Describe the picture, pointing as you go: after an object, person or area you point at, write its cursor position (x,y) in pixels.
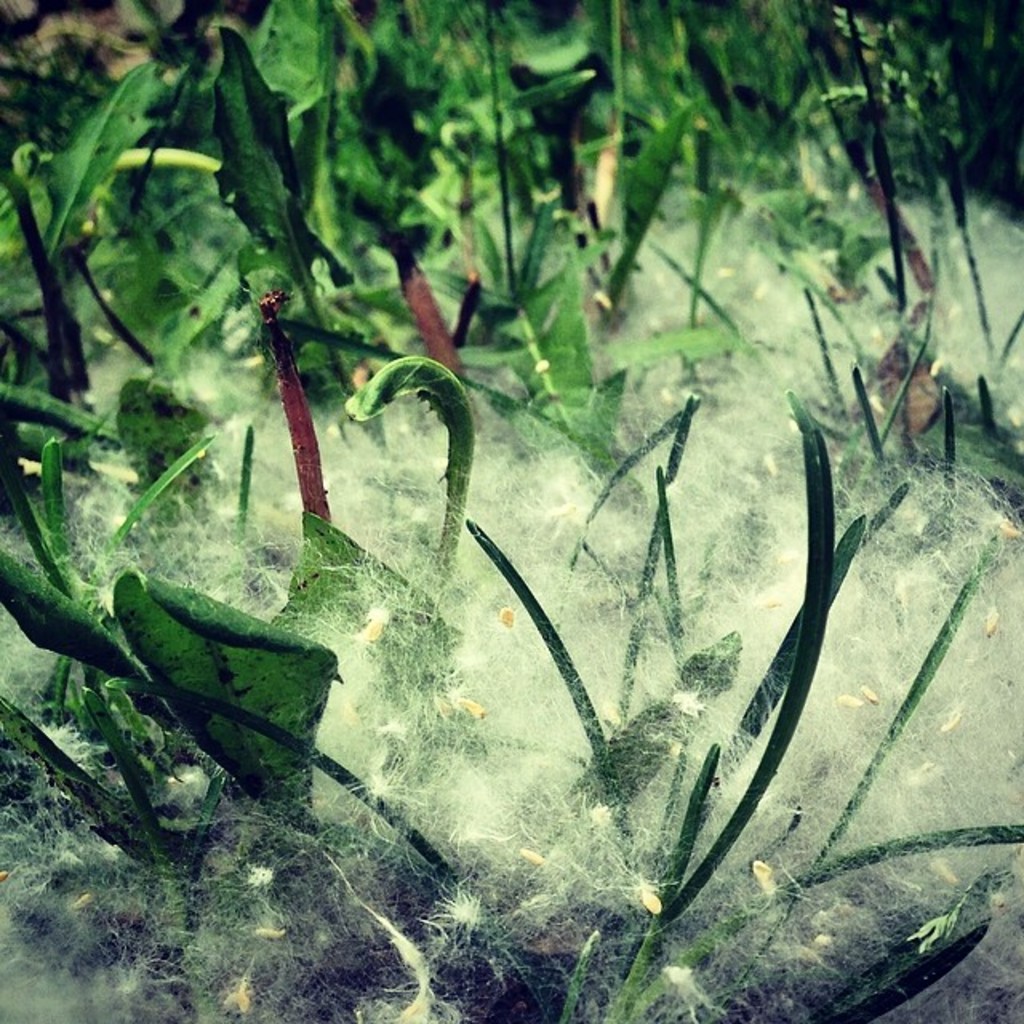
In the foreground of this image (546,569), it seems like weed plants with some white cotton (630,586) to it.
